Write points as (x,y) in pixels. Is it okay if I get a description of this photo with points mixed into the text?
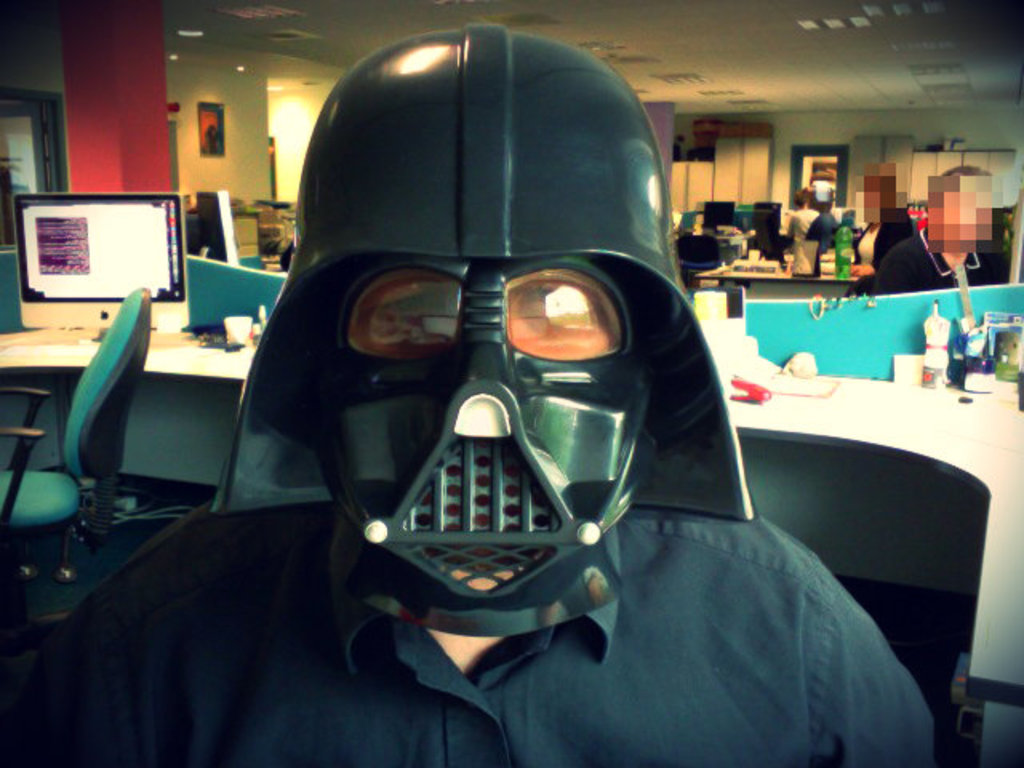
In this picture there is a person (634,598) with helmet (508,599) in the foreground (313,676). At the back (758,287) there are tables (86,357) and chairs (84,437) and there are objects (915,361) on the tables (1004,410) and there are computers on the tables (919,418) and there are group of people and there is a frame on the wall (266,172). At the top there are lights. At the bottom (86,547) there is a mat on the floor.
